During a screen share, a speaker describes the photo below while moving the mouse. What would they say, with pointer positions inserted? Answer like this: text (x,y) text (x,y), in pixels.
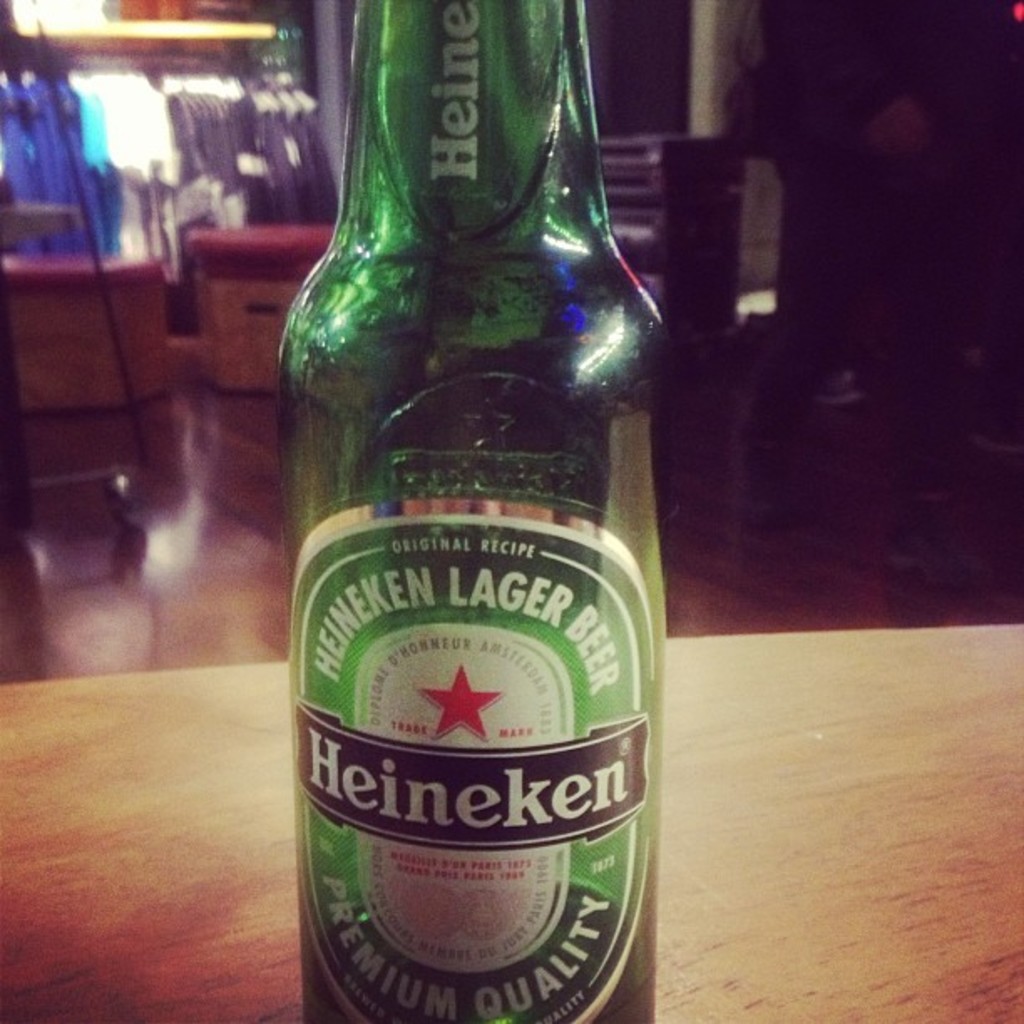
This picture is of inside. In the foreground (384,292) we can see a bottle (388,393) placed on the top of the table (853,813) and in the background (72,143) we can see the clothes (127,105) hanging on the stand (119,73), chairs (127,339) a machine (676,253) and a person (898,260) walking.
